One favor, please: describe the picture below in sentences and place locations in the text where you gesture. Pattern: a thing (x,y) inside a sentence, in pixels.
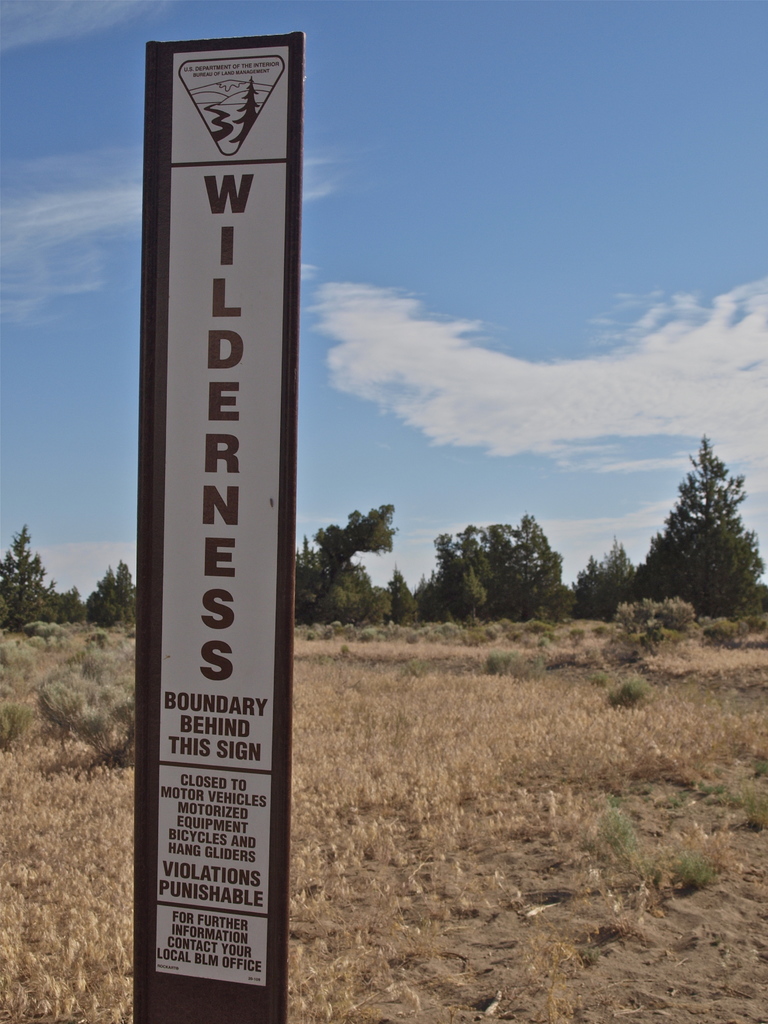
In this image we can see a board (264,624) with some text (247,750) on it. And we can see the dried grass (445,800). And we can see the trees (460,584) and clouds (331,358) in the sky (41,410).
